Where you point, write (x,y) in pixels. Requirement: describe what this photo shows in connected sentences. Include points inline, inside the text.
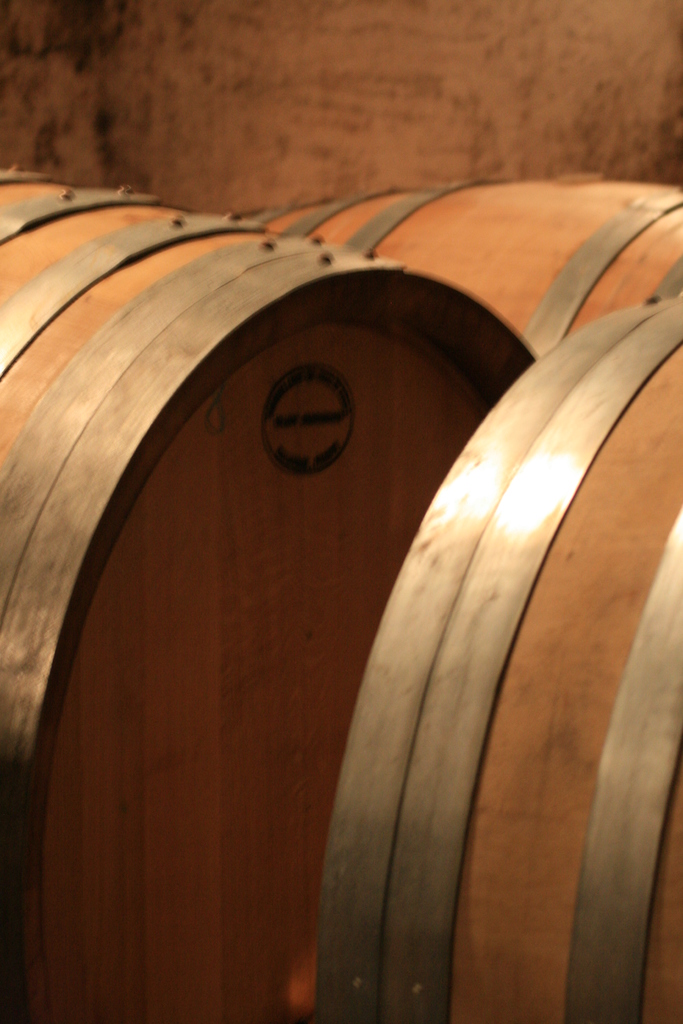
In this picture we can see barrels (296,561). In the background of the image (522,104) we can see wall (279,163).
